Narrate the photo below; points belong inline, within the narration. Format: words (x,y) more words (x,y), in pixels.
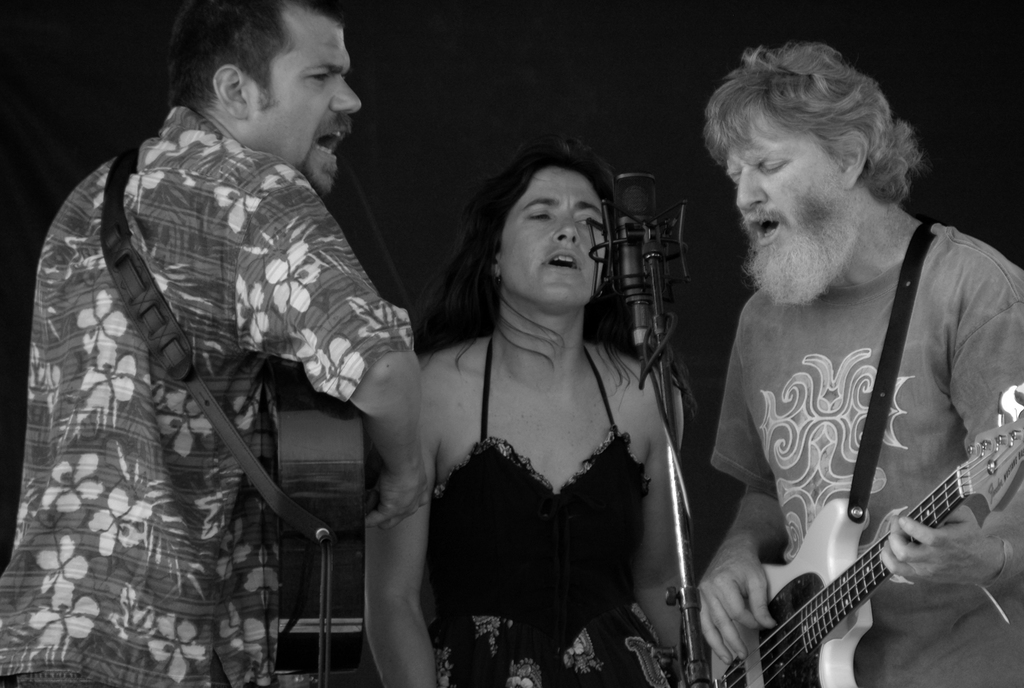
As we can see in the image, there are three people (569,513) standing in the front (604,417) and the three (493,254) are singing a song on mike (631,221). The person (278,212) on the left (242,287) and the person (892,419) on the right (891,275) are holding guitars (833,608) in their hands (888,550).
